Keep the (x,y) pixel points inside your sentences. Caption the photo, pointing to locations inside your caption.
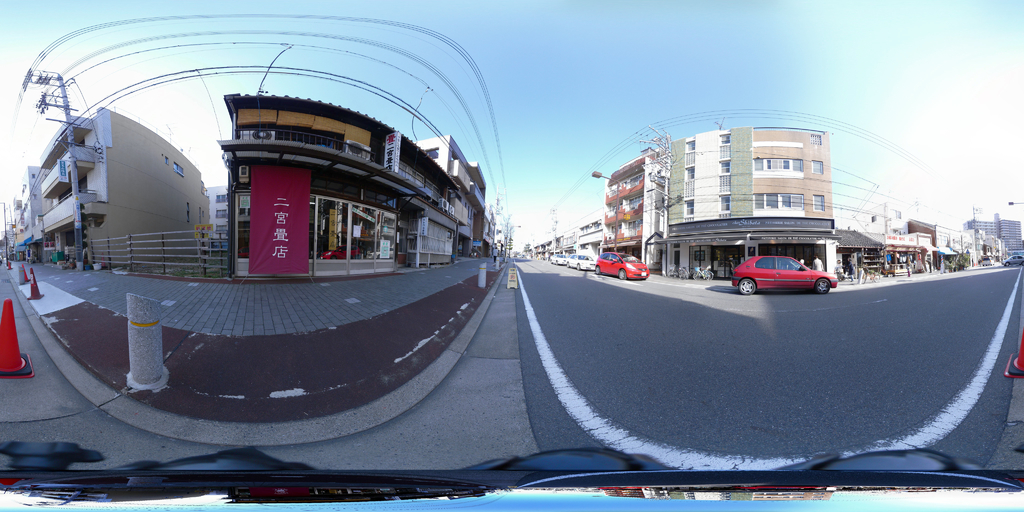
In this image, we can see few buildings (13,252), walkway (361,297), poles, traffic cones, banners (292,256). Vehicles (614,264) on the road (586,320). Background (908,86) there is a sky (688,89). At the bottom (780,496), we can see some object (405,498).
